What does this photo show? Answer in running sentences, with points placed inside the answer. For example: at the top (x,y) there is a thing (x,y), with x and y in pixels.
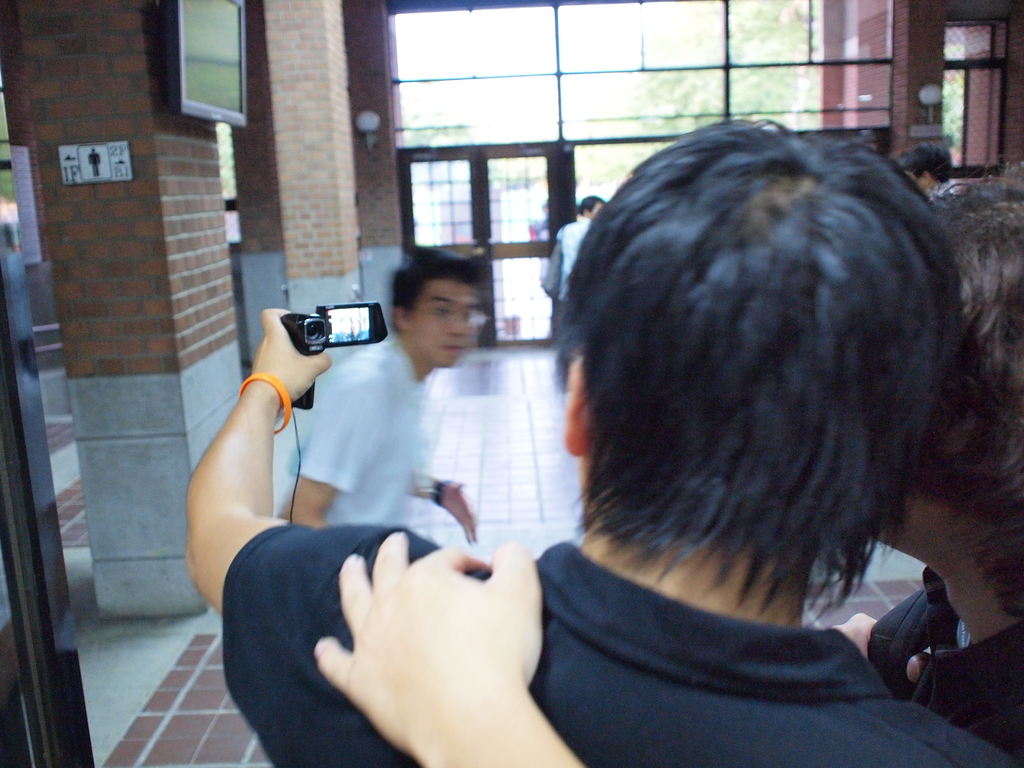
In this image there are group of persons (587,438). The man (596,416) in the front (693,568) is holding a camera (333,334) in his hand (316,361) and is clicking a picture. In the center (355,437) man (359,426) is seeing. In the background (500,185) there are doors (500,185), windows (674,60), pillar (315,105), walls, t. v (205,82) attached to the pillar (188,130) and signboard (95,160), lamp (366,129).
